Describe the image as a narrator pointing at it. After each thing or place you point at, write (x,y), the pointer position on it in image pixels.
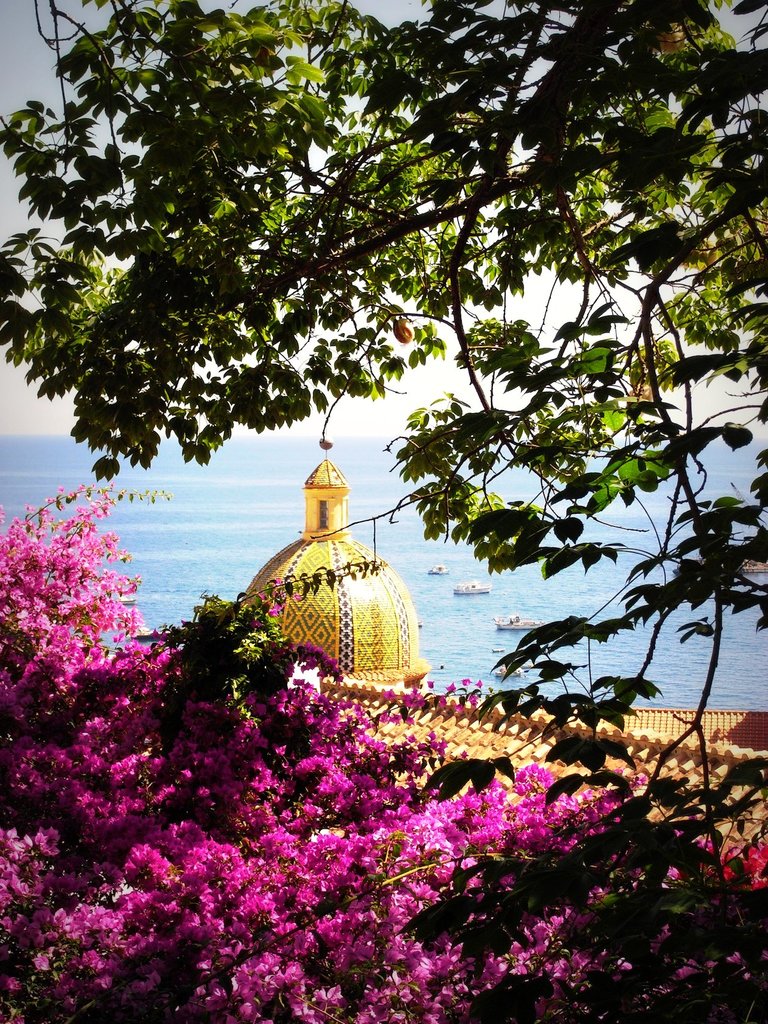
In this image in the foreground (709,424) there is a tree (687,489), and at the bottom (335,769) there are some plants (280,797) and flowers (110,671). In the center (353,550) there is one building (363,612) and in the background (458,653) there is a sea (474,606). In the sea (491,618) i can see some boats (472,592).
